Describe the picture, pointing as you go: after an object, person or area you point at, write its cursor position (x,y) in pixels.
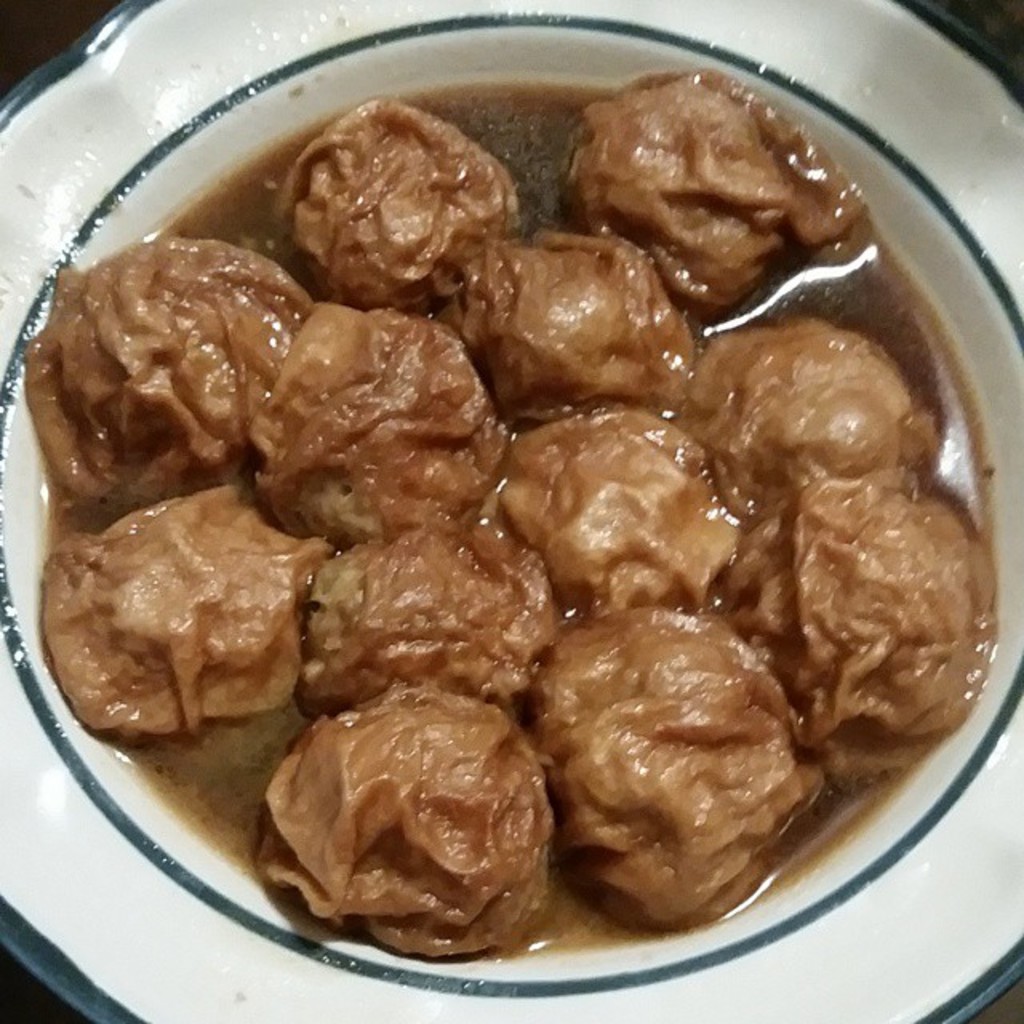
In the center of the image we can see one plate (1012,471). In the plate (37,98), we can see some food item (535,429).
